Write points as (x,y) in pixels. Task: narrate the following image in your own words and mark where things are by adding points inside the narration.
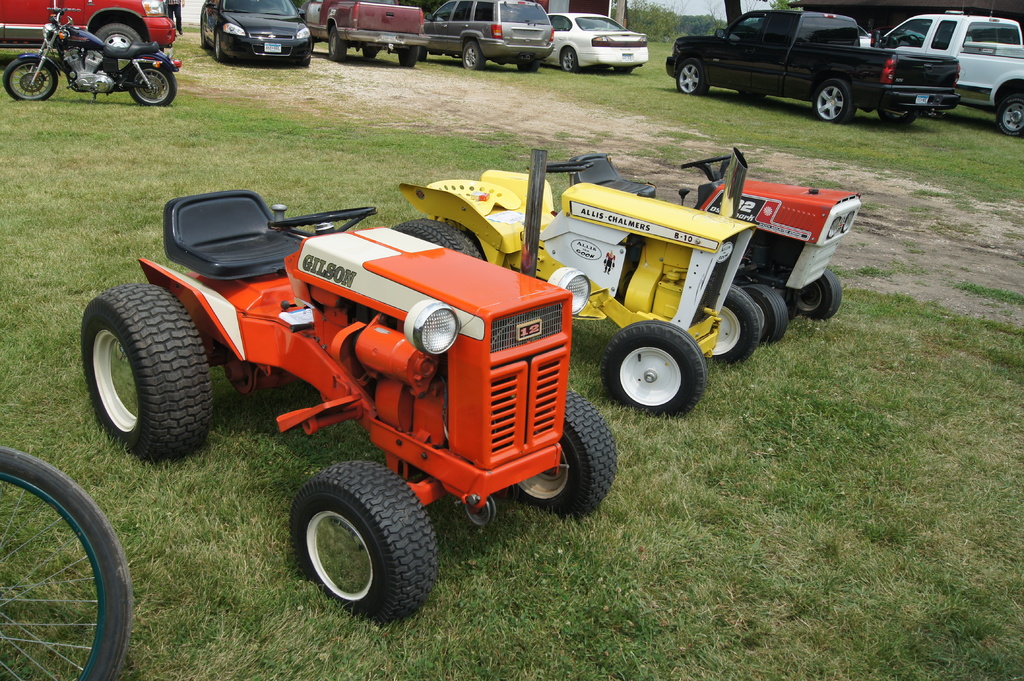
In this image I can see in the middle (481,414) there is the tractor (395,475) in orange color. Beside it there are two tractors (706,287), at the top (389,9) few cars (477,7) are parked on the grass (649,59). On the left side (158,62) there is the motorcycle (176,87).
